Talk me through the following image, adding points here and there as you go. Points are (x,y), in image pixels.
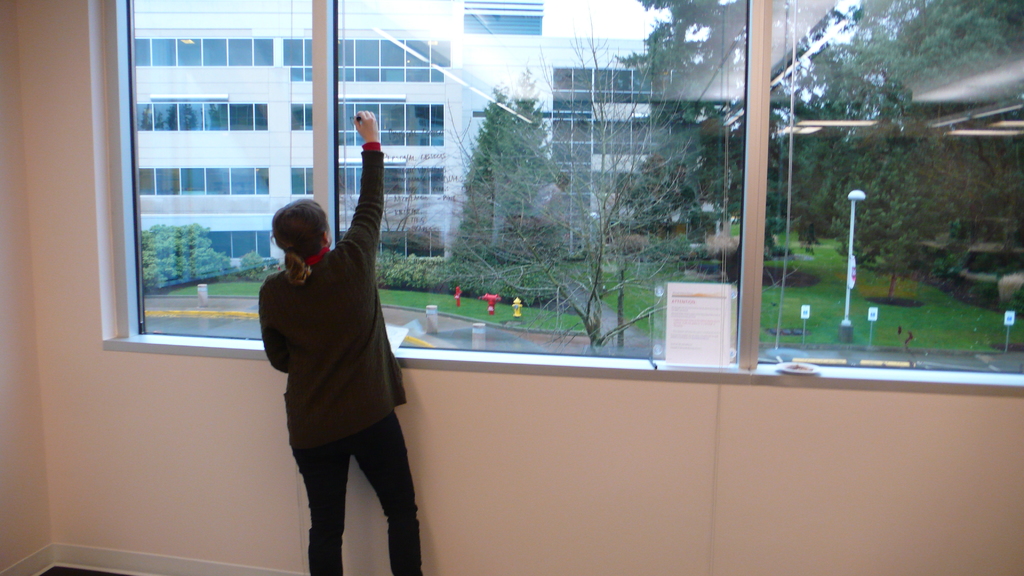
There is a lady (318,572) standing. There is a glass window (434,263), through which we can see a building (420,179), trees (595,267), grass (832,296), road (805,354). To the left side of the image (63,302) there is a wall (82,399).
